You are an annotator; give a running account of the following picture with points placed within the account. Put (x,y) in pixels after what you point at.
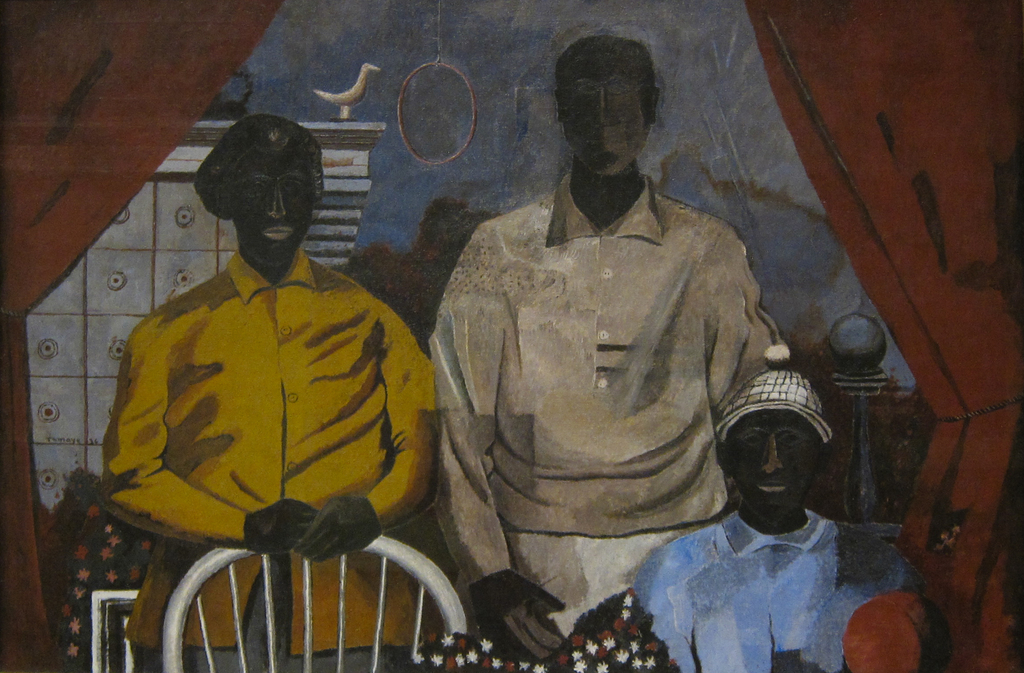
In this image I can see the painting (541,388) in which I can see three persons (352,464) and the chair (421,594). In the background (382,110) I can see the bird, few objects (867,415) and few curtains (795,78) in brown color.
